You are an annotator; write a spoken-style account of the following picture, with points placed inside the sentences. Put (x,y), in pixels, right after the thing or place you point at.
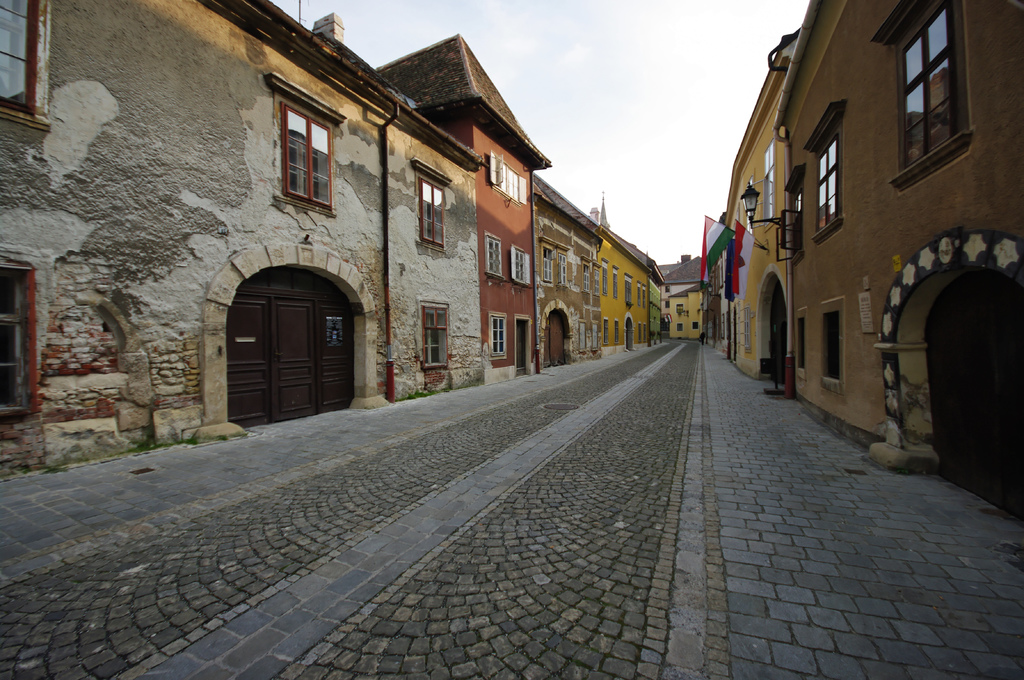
In this picture I can see many buildings (268,206). On the right (987,320) and left side (325,345) I can see the doors (321,283) and windows (831,169). On the right (711,262) I can see some flags (729,244) near to the street light (758,222). At the top (716,73) I can see the sky (671,30) and clouds (665,130). At the bottom (472,563) there is a road (468,572).
